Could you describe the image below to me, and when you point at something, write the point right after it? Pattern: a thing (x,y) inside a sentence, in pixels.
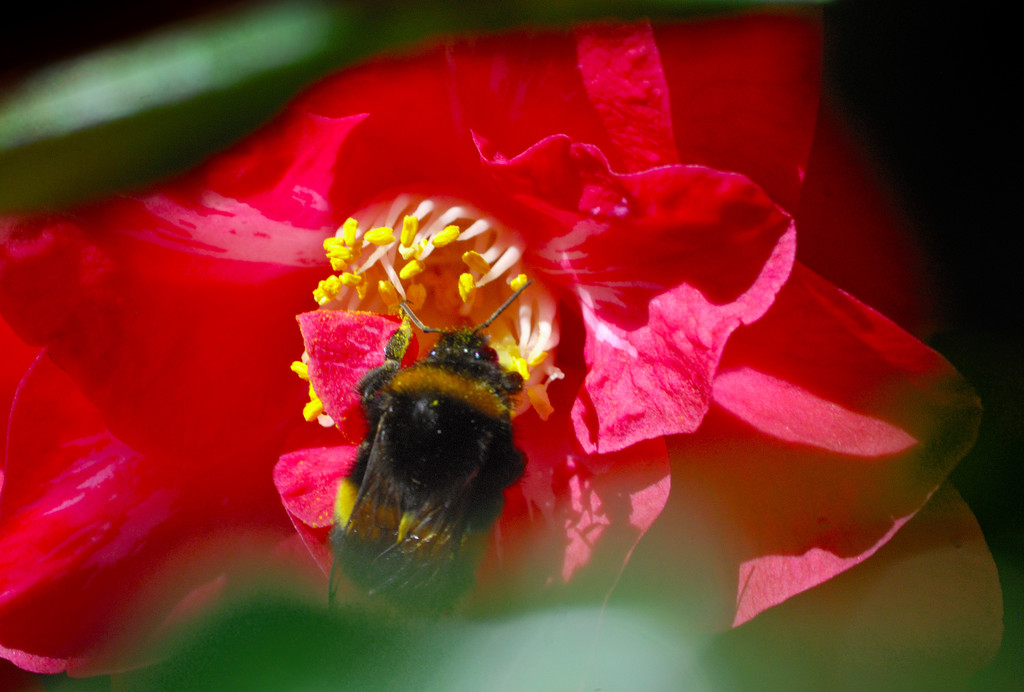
In the center of the image (493,412) we can see a bug (441,490) on the flower (653,449).
